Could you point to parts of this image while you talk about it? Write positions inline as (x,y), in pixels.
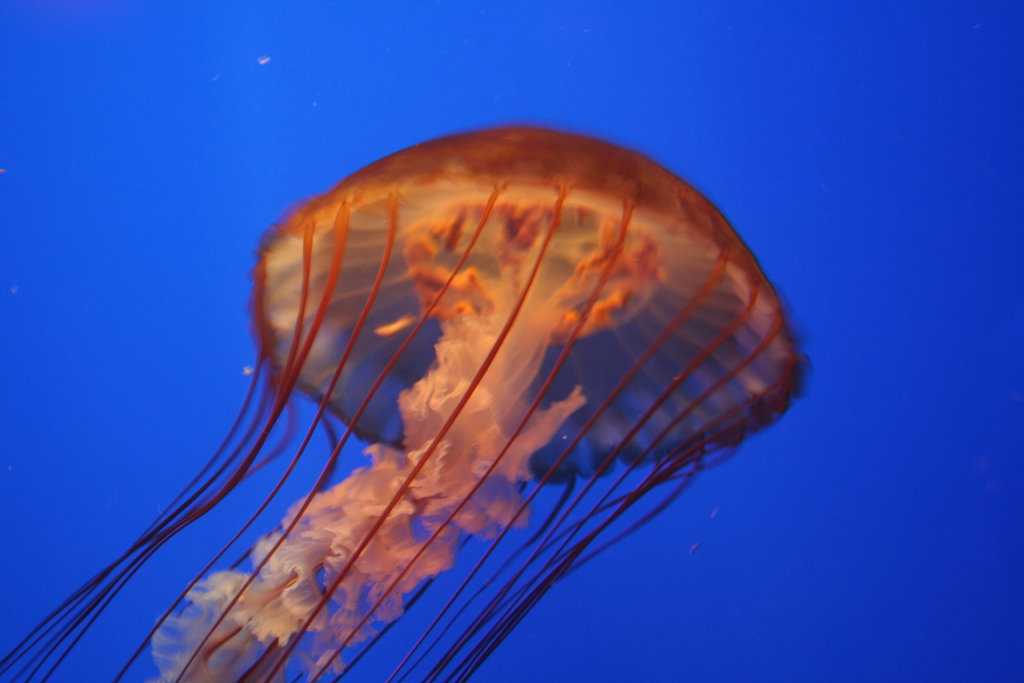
In this image I can see a jellyfish (490,263) inside the water (765,187). The background (87,163) is in blue color.
